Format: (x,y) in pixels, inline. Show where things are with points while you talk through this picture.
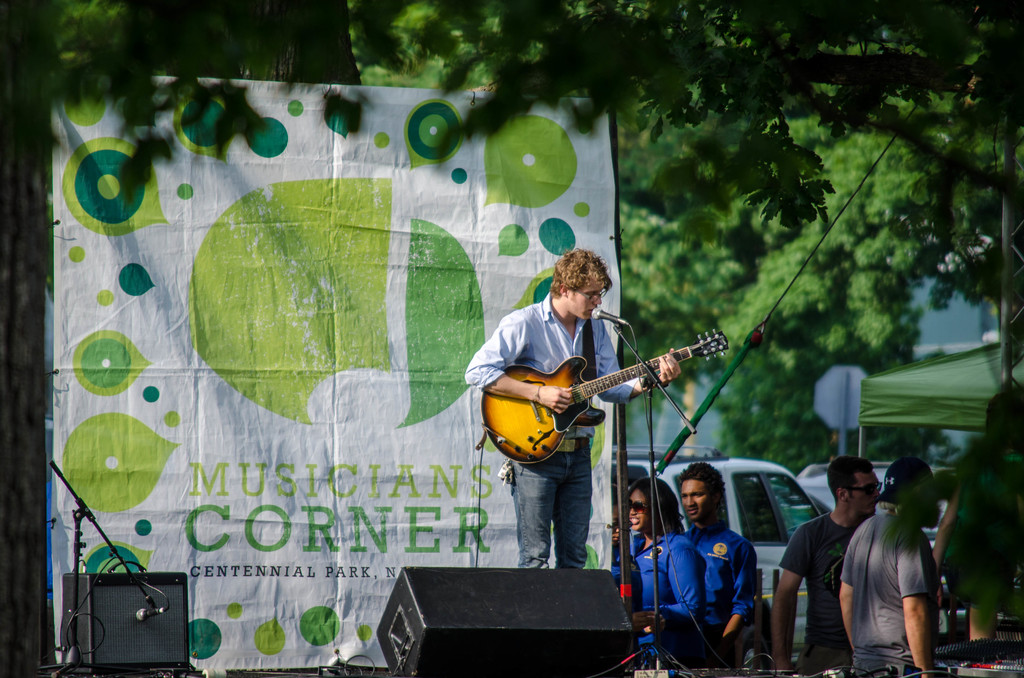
In this image I see man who is standing and he is holding a guitar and he is in front of a mic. I can also see few people (640,528) over here and In the background (809,414) I see the cars (638,458) and the trees (736,421) and there is a banner (93,273) over here.
